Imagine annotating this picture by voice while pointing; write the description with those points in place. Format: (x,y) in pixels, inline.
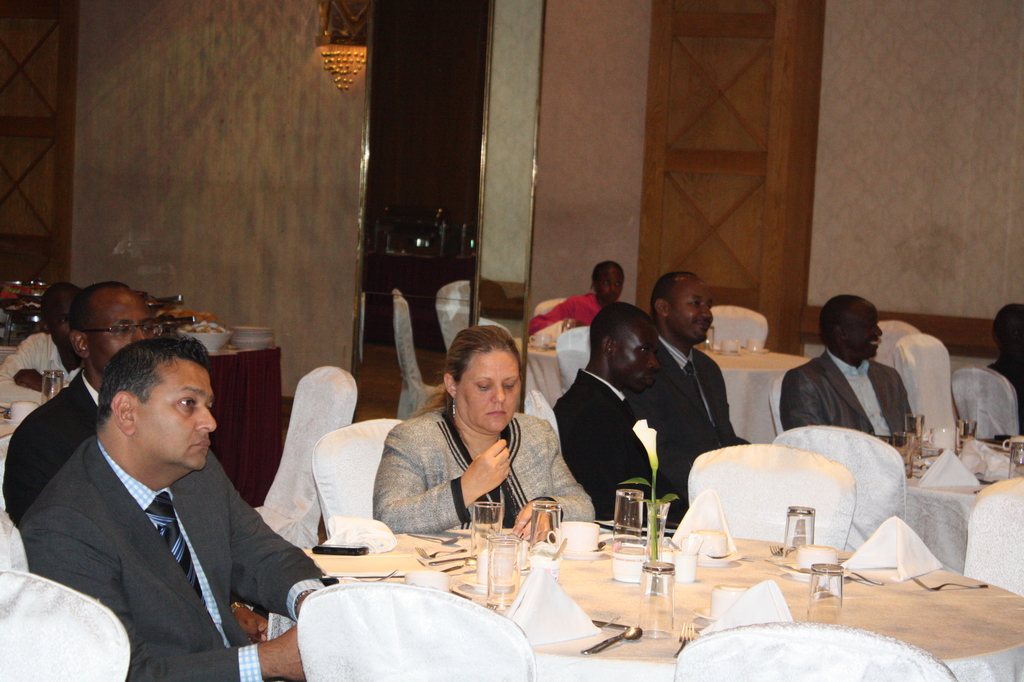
this is a image inside view of a building (167,98) and number of dining table (611,560) kept on the building (884,311) and there are the people (79,430) sit around the table (676,583). And there are the glasses (652,581) and tissue papers (552,578) kept on the table (889,610).
